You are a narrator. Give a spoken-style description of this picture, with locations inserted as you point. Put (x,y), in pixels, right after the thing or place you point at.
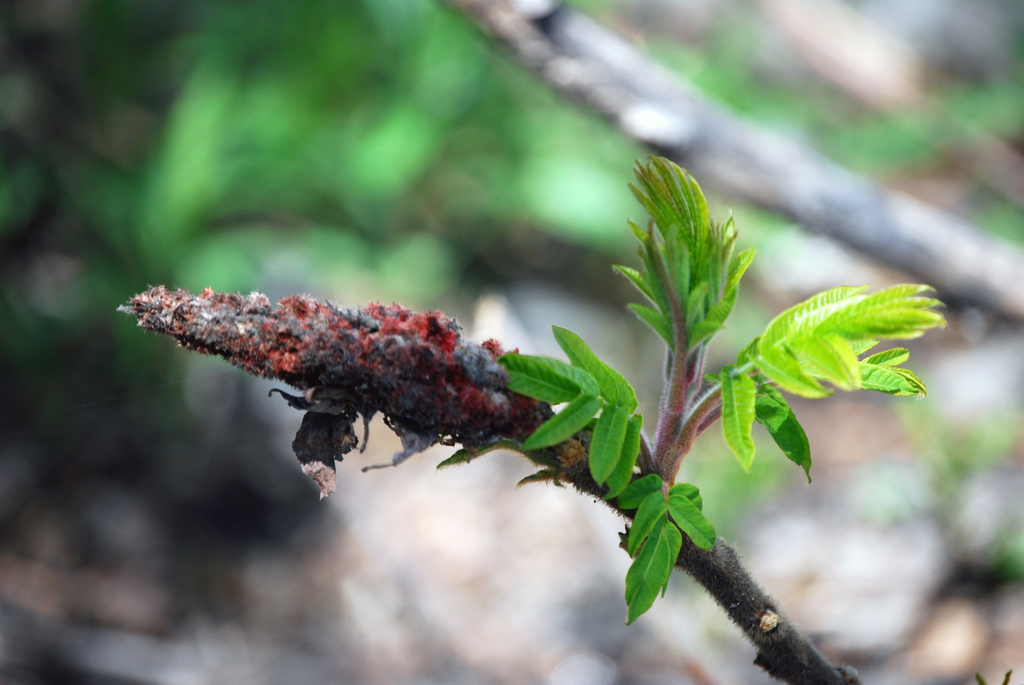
In this image in the foreground (668,382) there is plant (707,283), and in the background (46,402) there are trees (159,26).
